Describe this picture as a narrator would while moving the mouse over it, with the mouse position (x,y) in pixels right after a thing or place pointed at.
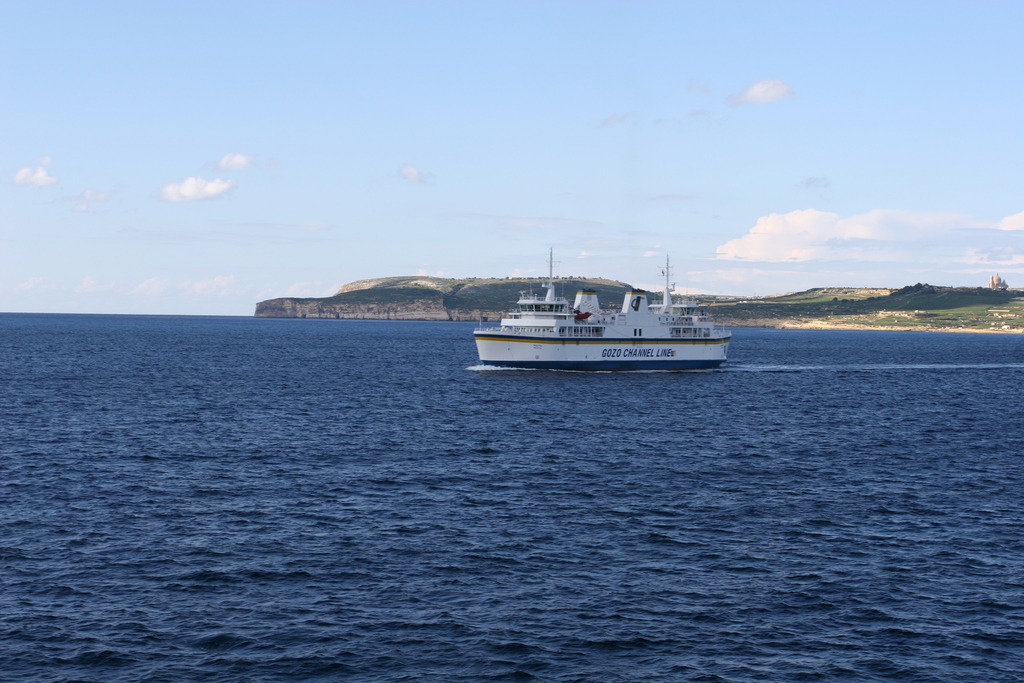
In this image I can see a ship (538,315) is moving in the sea (643,479). At the back side (471,299) there is the hill (457,291), at the top (521,111) it is the cloudy sky (475,156).
